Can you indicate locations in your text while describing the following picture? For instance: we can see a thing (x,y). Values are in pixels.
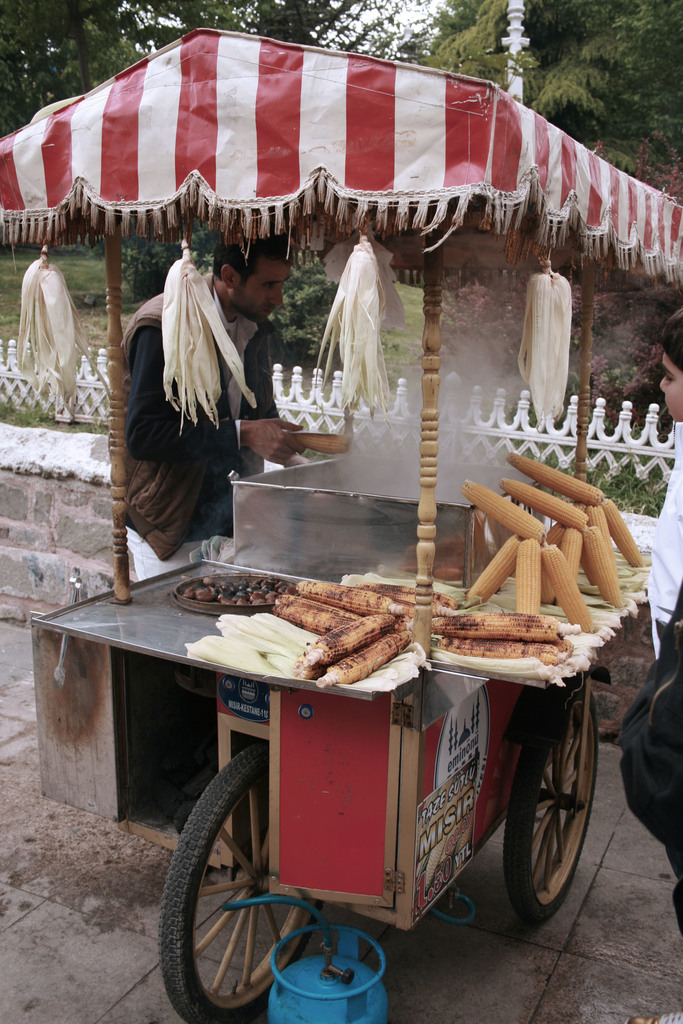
In this image in the center (247,428) there is one person (215,282) standing, in front of him there is a vehicle (63,716) and on the vehicle (118,704) i can see some corns (357,655), steel board (365,515) and some smoke (442,444) is coming out in the center (440,458). And on the right side (627,752) there is another person (677,631), in the background (40,399) there is a fence (36,391) and some trees (574,95). At the bottom (77,860) there is a walkway (393,959) and cylinder (312,982).
